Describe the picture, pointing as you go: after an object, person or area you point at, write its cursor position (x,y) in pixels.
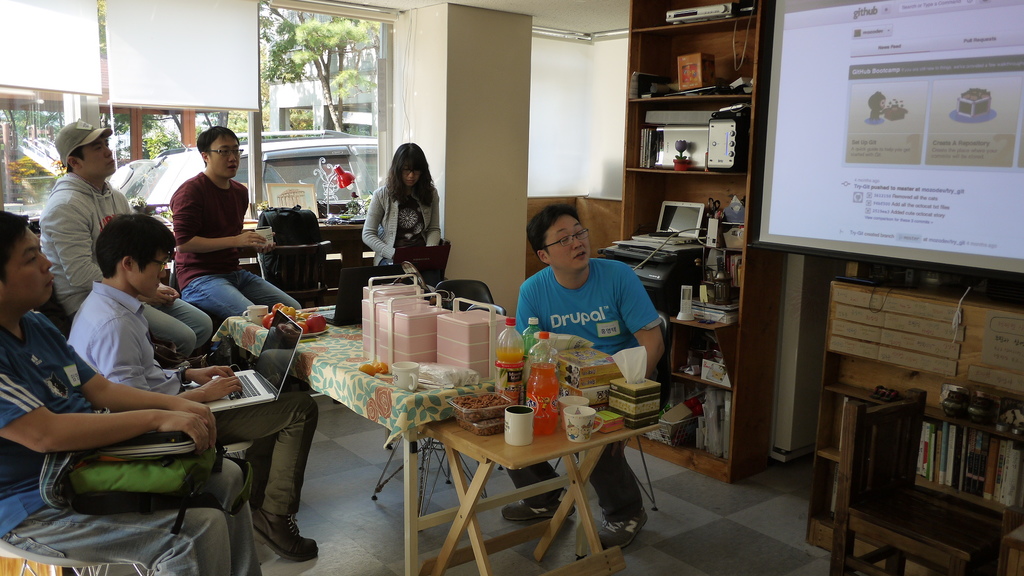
I can see in this image there are group of people (283,463) who are sitting on the chair (296,268) in front of a table (488,385). On the table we have few plastic bottles (540,379), cups (585,424) and other objects (450,344) on it. I can also see there is a projector screen (881,194) and a shelf (693,188) with few objects (698,252) in it.
